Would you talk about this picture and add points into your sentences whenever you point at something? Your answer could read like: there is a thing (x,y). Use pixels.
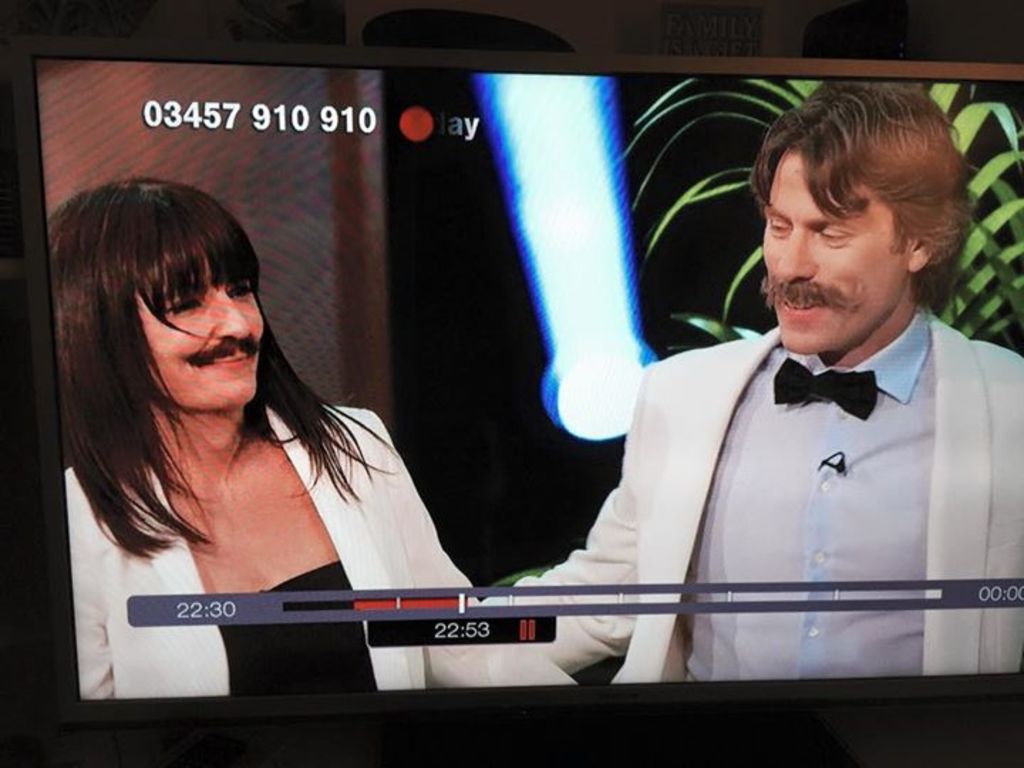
In the image I can see two people (748,519) who are wearing suits (165,639) and they have mustache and behind there is a light (600,361) and a plant (990,106).
